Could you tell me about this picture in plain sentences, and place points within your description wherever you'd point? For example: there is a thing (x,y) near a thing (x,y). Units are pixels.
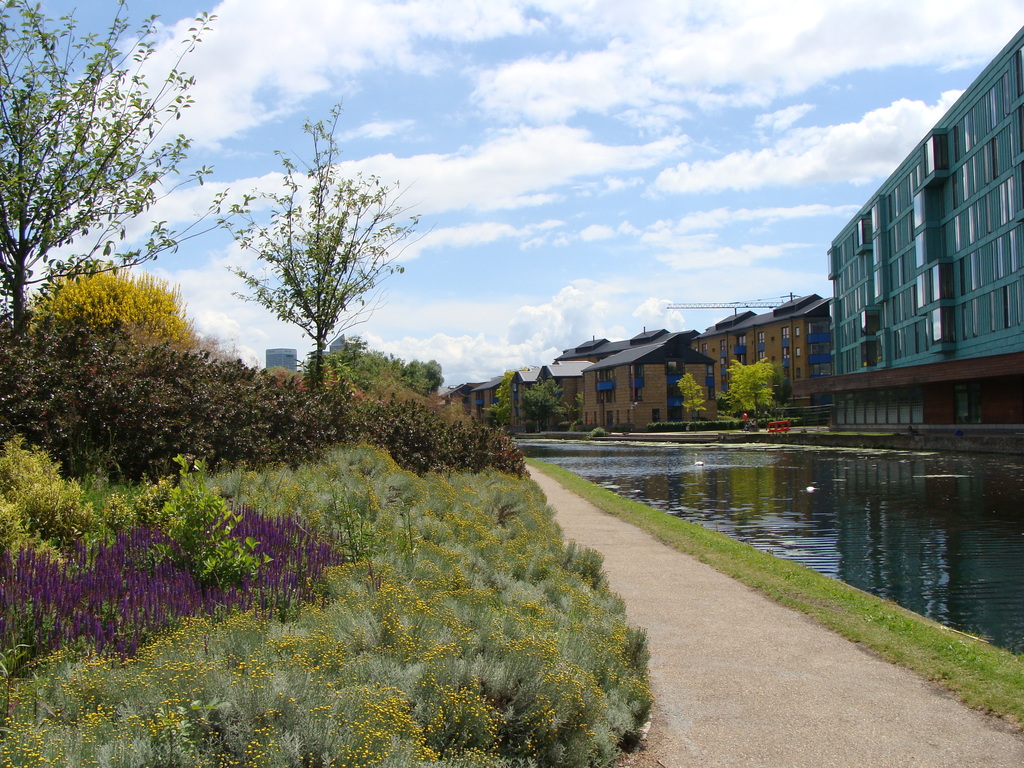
In the image we can see there are many buildings (682,370) and trees (20,316). Here we can see the crane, grass (830,590), plants (68,422) and the water (803,519). Here we can see the path (746,640) and the sky (583,170).
